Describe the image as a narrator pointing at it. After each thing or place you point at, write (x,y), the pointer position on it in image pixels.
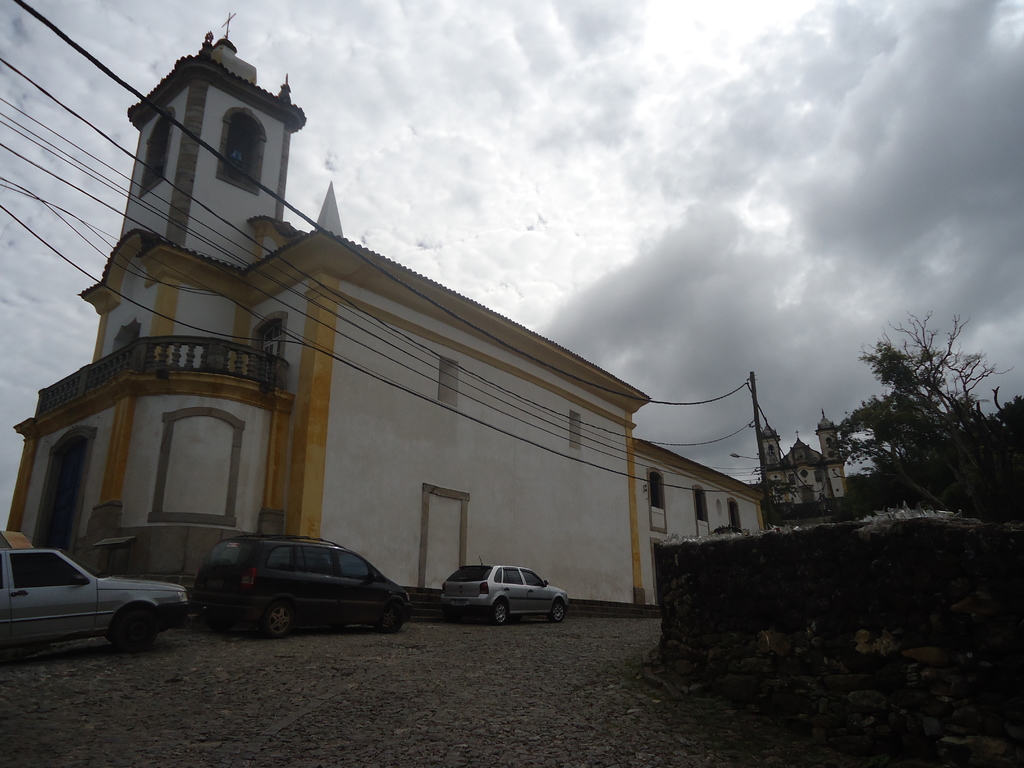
In the foreground of the picture (339,654) there are gravel stones (173,683). In the center of the picture (517,325) it is a cathedral (533,431) and there are cables (452,361) and current pole (766,493). On the left (177,606) there are cars (504,580). On the right (808,573) there are trees (995,446) and a wall (864,553). At the top (618,171) it is sky (658,193), sky (633,166) is cloudy.
